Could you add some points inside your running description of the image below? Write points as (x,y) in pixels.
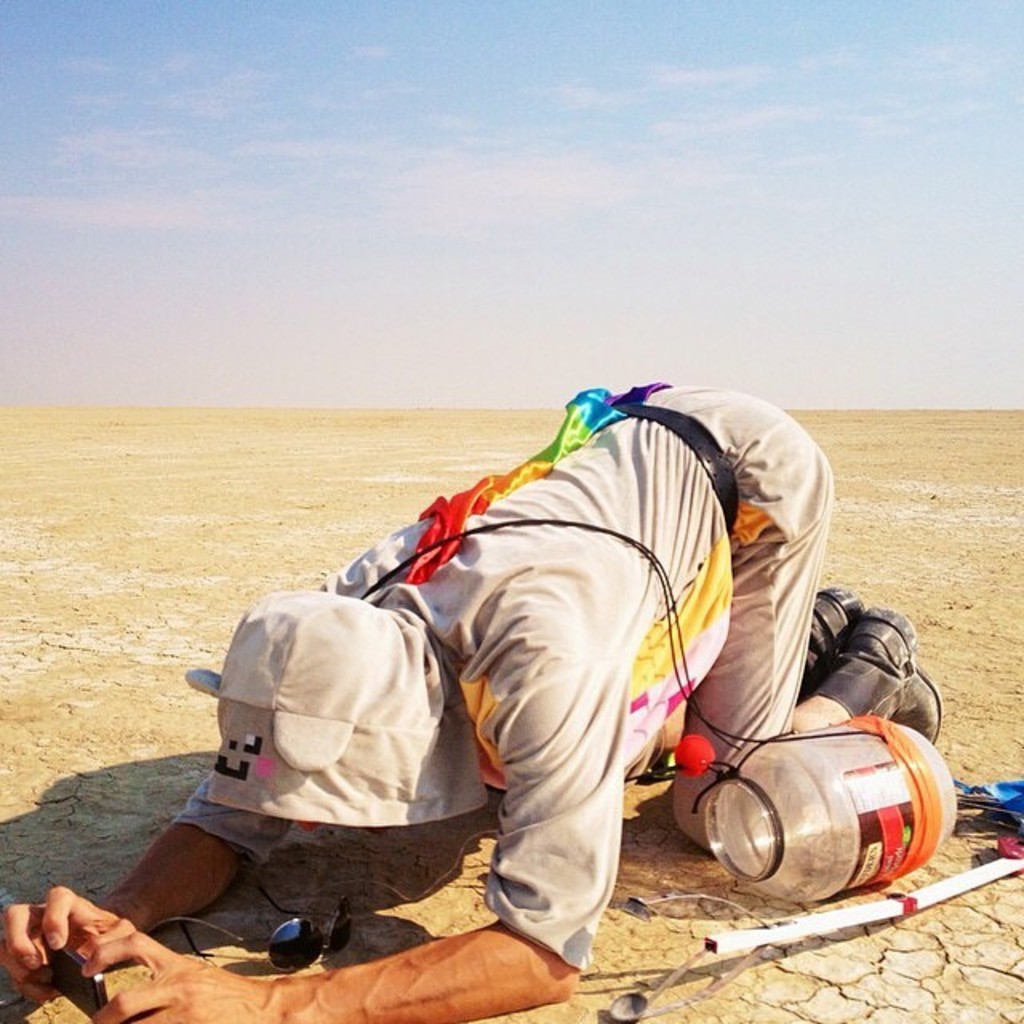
In this picture we can see a person (533,704) here, behind him there is a jar (837,813), we can see goggles (298,928) here, the person (179,964) is holding a mobile phone (81,975), we can see the sky (636,237) at the top of the picture (664,201).
